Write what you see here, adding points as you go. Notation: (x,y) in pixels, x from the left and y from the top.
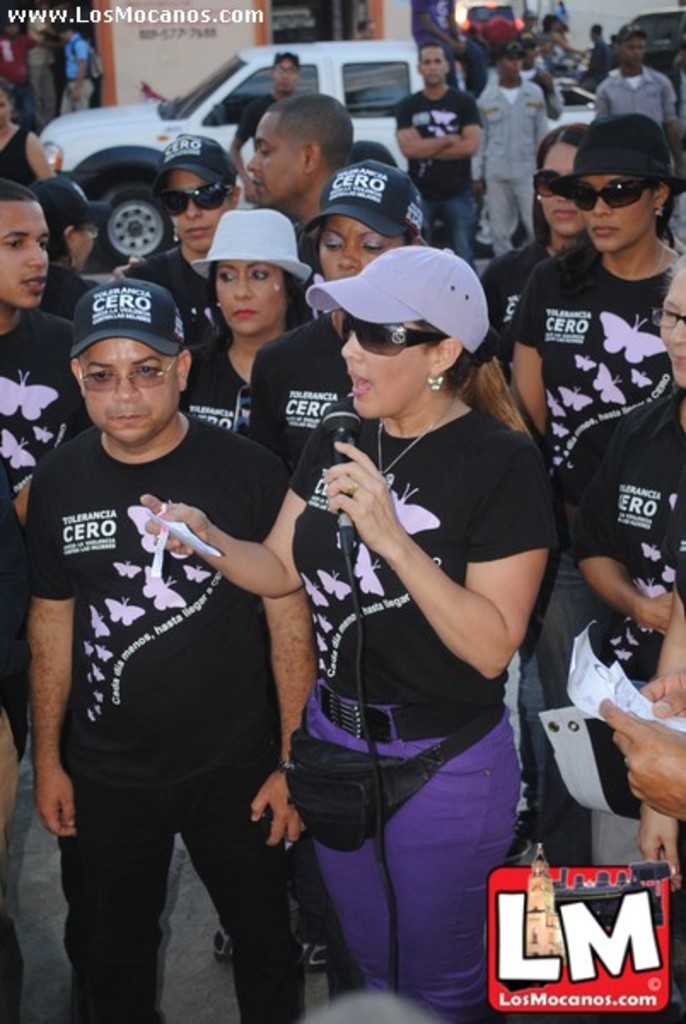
In this image we can see many people (388,379) and few people (317,270) are wearing caps (388,282). There are few vehicles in the image. A person (387,514) is holding a mic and speaking into it.
